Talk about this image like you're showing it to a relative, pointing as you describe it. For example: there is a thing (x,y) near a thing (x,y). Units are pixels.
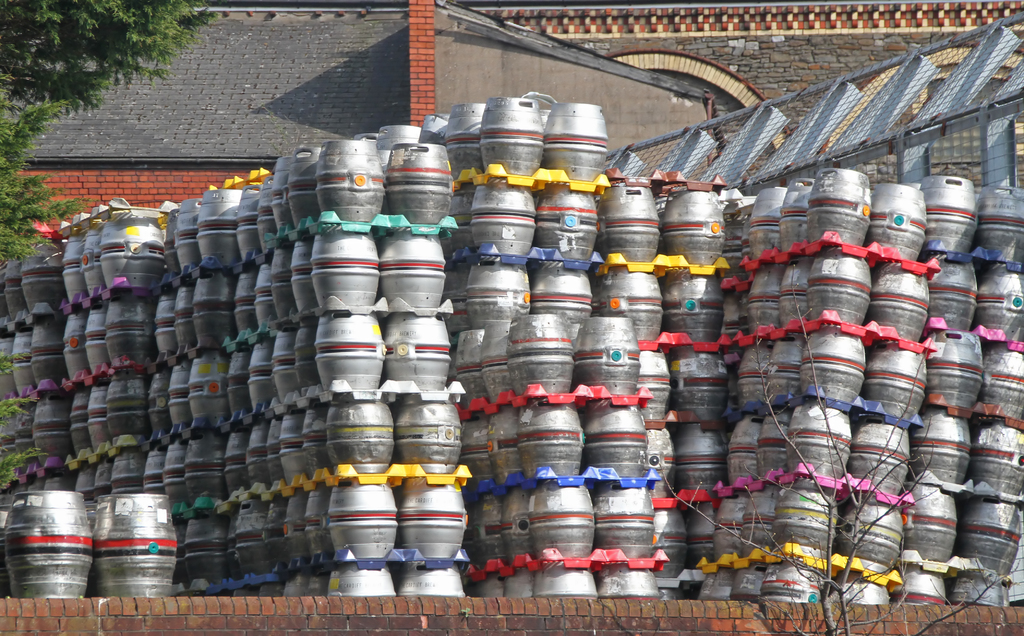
In this image there are so many containers (630,489) kept in rows and columns, beside them there is a tree (29,116) and buildings (62,116).
